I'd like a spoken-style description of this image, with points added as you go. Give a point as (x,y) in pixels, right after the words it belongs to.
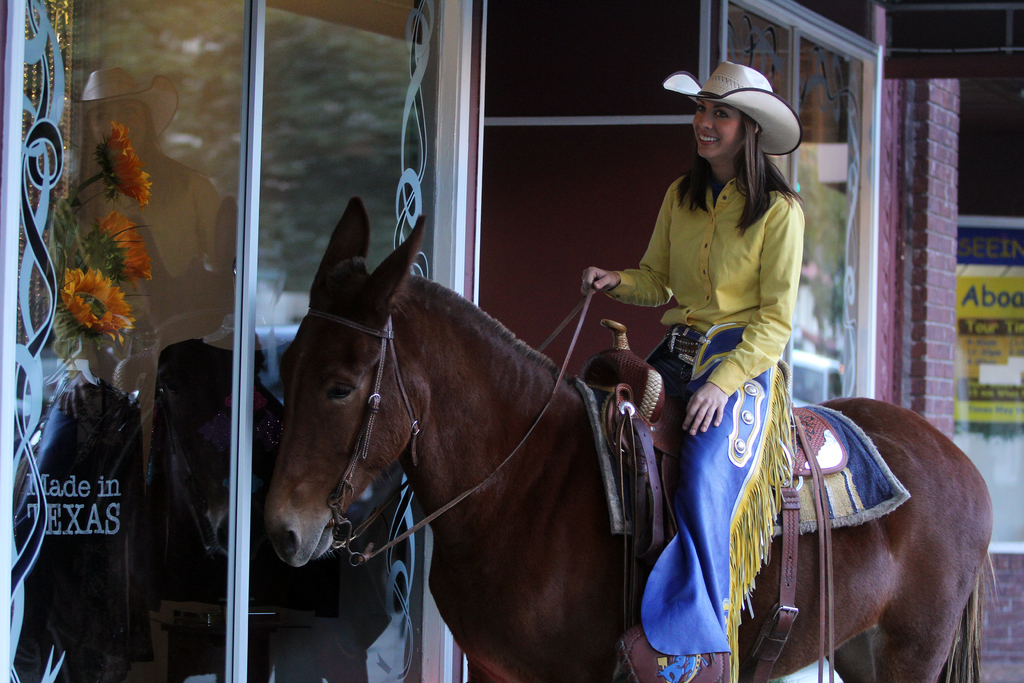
In this image we can see a woman (687,477) sitting on a horse (505,403) and there is a building (504,150) and there are some flowers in the room (208,618). In the background (1010,434), we can see a poster (974,407) with some text (992,257).
